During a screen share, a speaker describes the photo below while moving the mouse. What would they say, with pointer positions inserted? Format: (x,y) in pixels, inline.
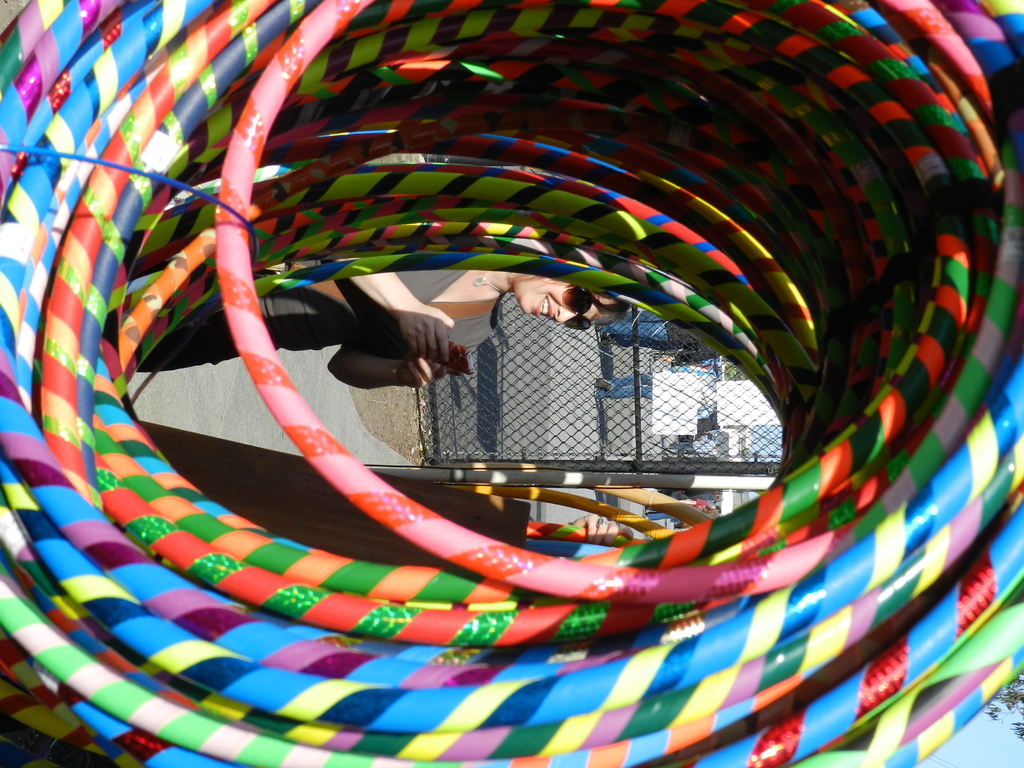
In this image I can see a bundle of pipe (267,69) which is colorful and through the gap (497,375) I can see a woman (402,352) standing, the ground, the metal fencing (572,426) and few buildings (732,429).
